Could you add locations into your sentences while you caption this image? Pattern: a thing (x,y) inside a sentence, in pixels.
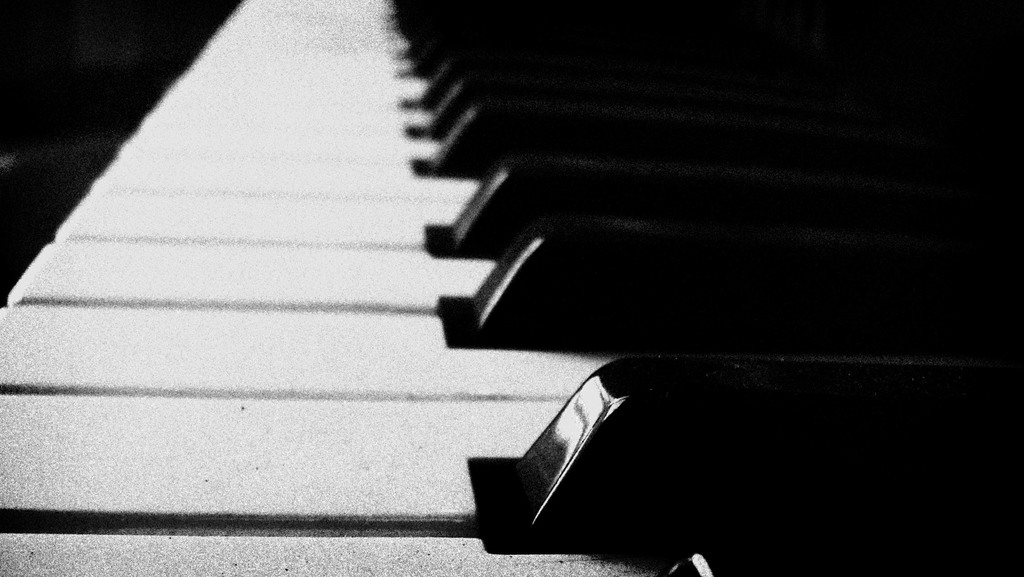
In this image I can see there are piano keys (310,134) and they are in white and black color. This is a black and white image.
